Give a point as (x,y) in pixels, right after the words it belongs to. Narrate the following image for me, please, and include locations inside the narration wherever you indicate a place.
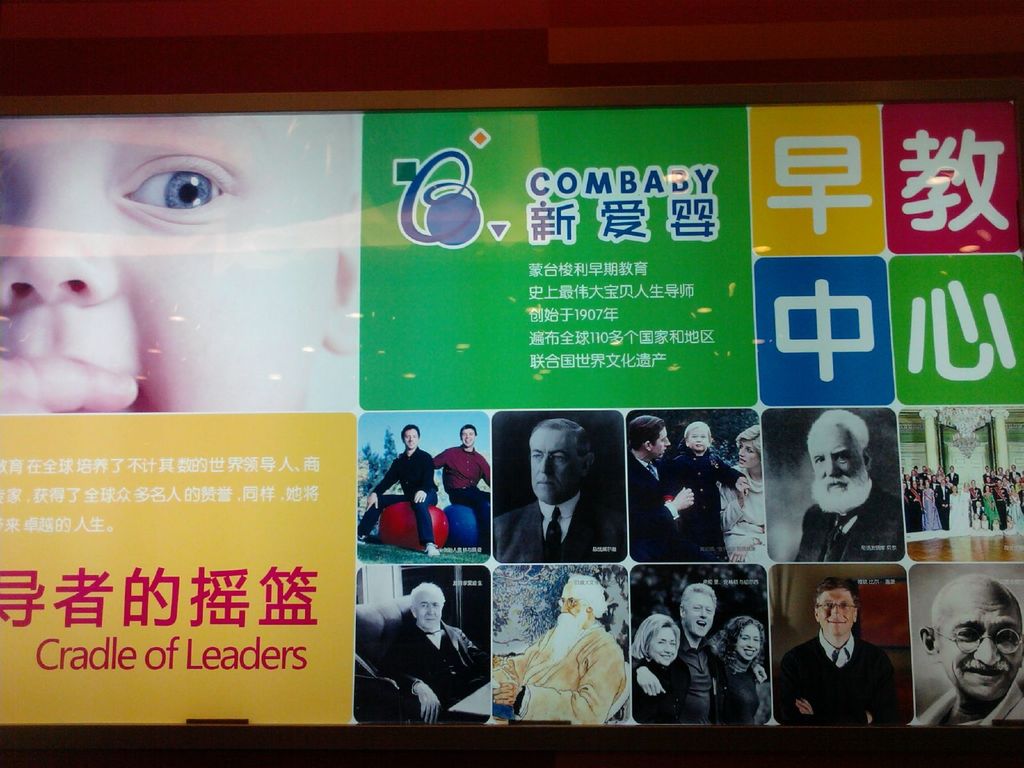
In the picture I can see a board (321,593) on which we can see many images (540,483). Here we can see a baby image (196,298) on the left side of the image (206,370) and we can see some text (307,608) on the yellow and green color background (250,674). Here we can see many images (517,539) of a different person (582,471) on the right side of the image (985,576).
